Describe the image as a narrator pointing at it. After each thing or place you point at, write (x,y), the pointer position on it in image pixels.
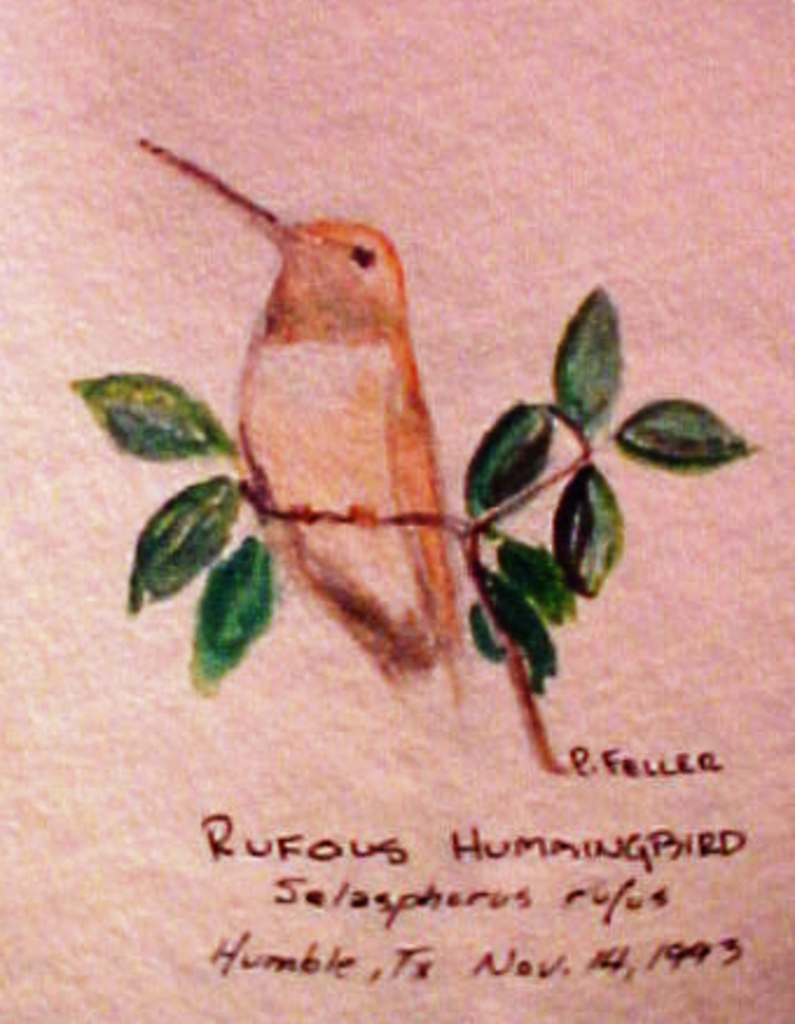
This is the drawing image in which there is a drawing of a bird (323,453) and plant (506,511) with some text (535,849) written on it.
